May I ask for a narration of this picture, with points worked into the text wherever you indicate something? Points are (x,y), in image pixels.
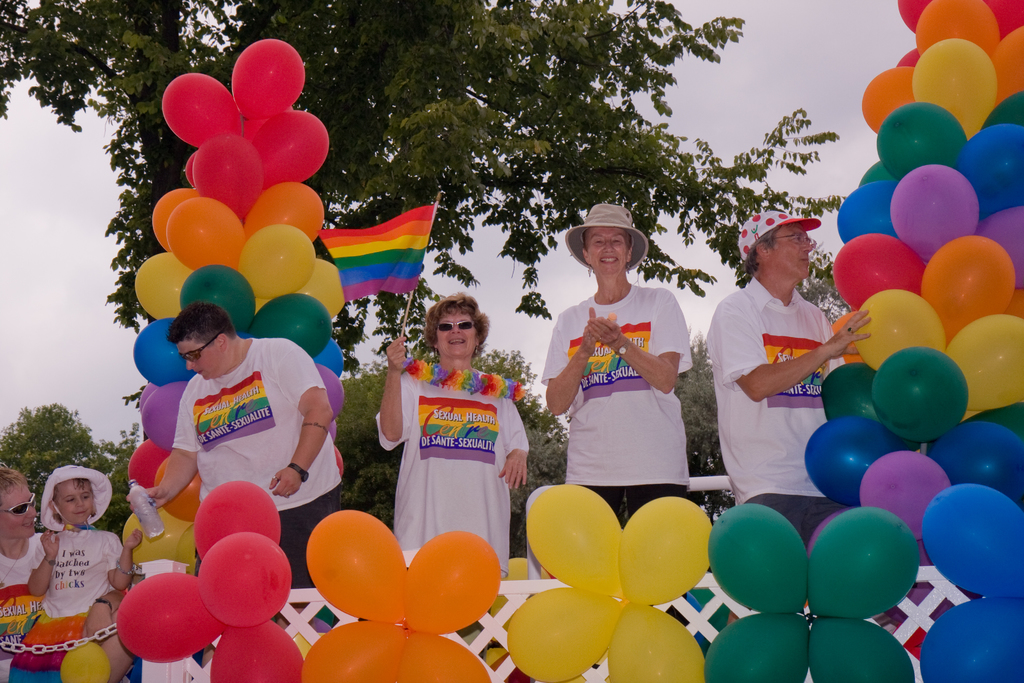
In this image in the foreground (769,579), we can see there are many balloons (615,522), and at the back (295,516) people (398,482) are standing, and on the left side (333,16) we can see a tree (363,322), background (752,120) is the sky (491,259).
